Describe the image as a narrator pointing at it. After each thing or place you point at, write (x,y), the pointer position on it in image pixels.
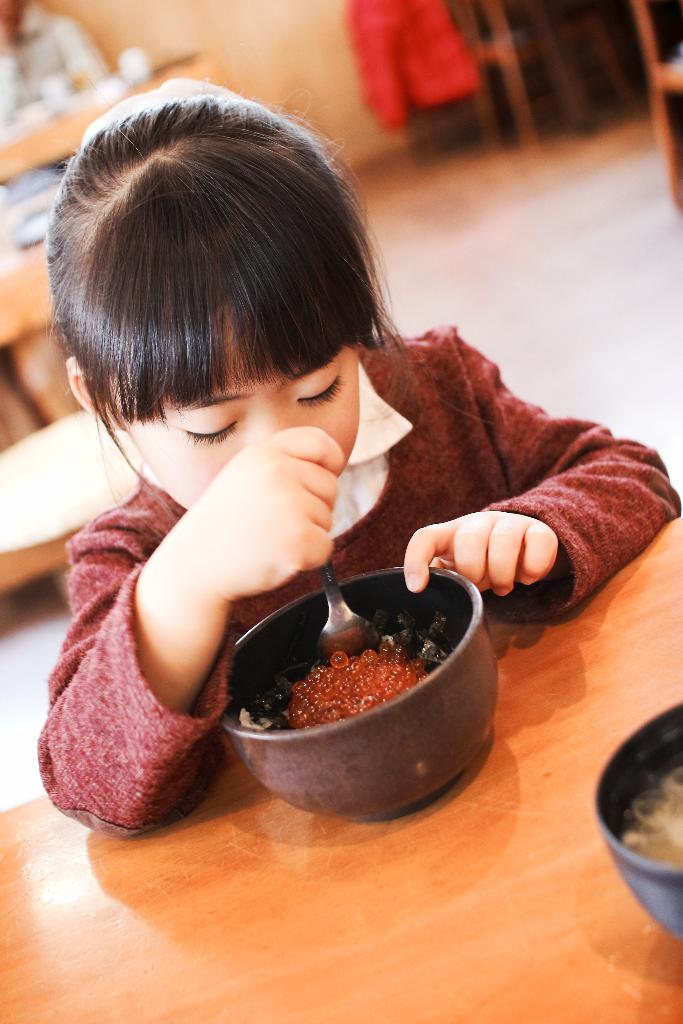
In this image in the front (318,562) there is a girl (282,562) eating food (361,650) holding a spoon (329,579) in her hand (298,539). In the background (18,256) there tables (41,288) and there is an object (390,49) which is red in colour and there is a person (41,57) sitting. In the front (630,881) there is a bowl (641,860) on the right side (646,847) which is black in colour.
